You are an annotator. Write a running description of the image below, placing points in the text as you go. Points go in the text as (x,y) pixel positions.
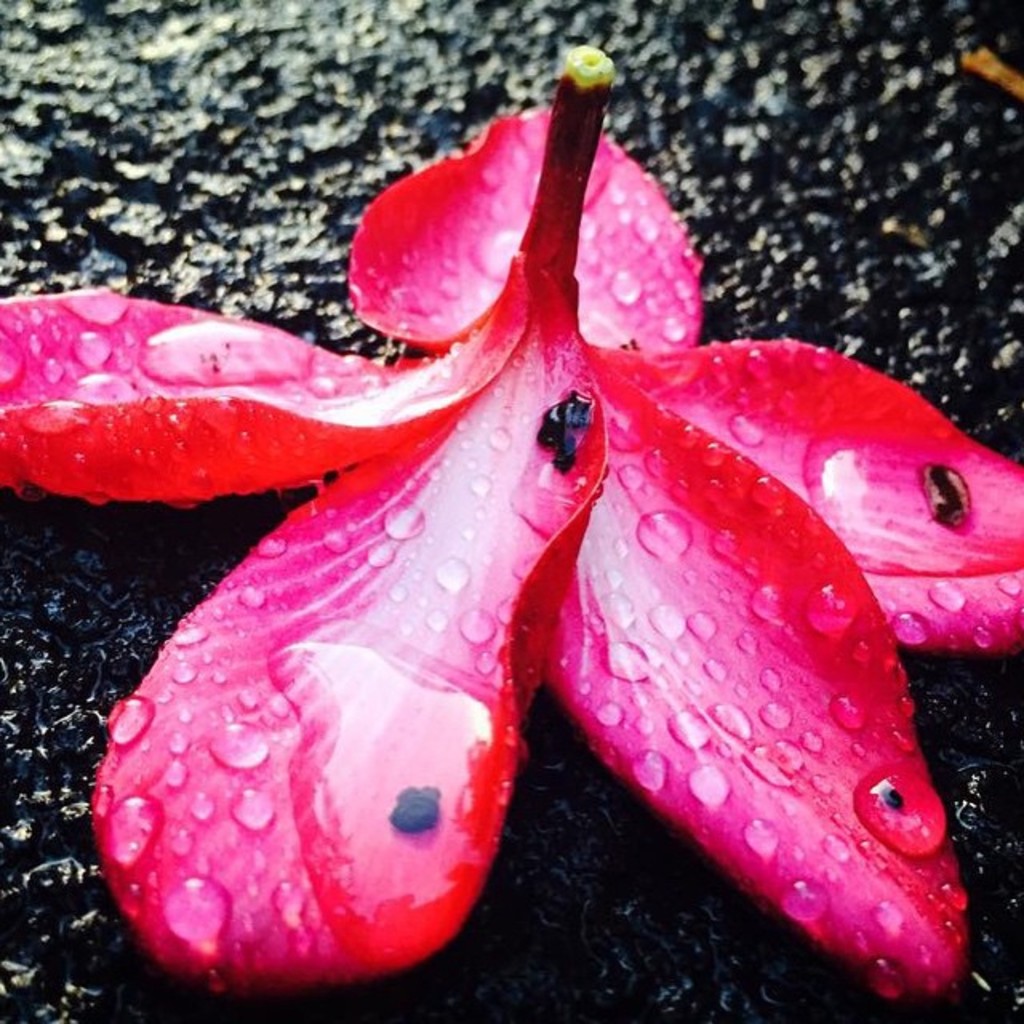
In this image in the center (424,502) there is one flower (325,585) and on the flower (475,585) there are some water droplets (389,749), in the background (73,755) there is a walkway (646,814).
